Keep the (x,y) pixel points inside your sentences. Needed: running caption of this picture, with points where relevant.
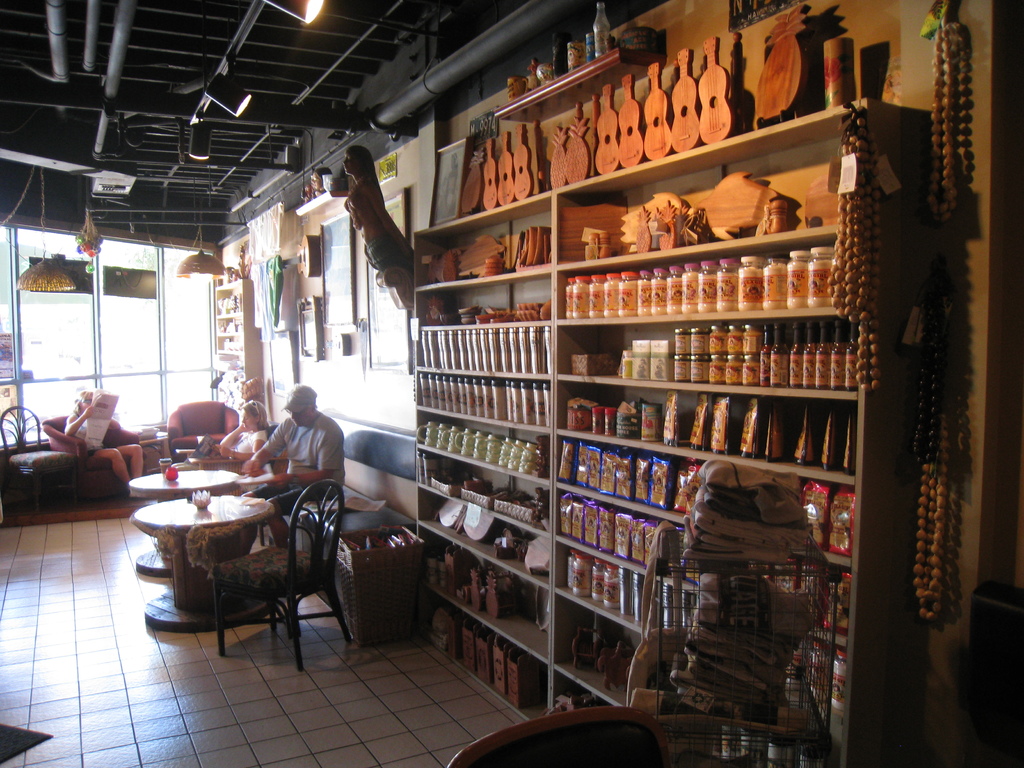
In this image, we can see a big shelf (503,631), few items (581,526) are filled on it. On left side (316,476), few peoples (315,468) are sat on the chair (125,443) and bench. We can see tables (177,491), few items (202,507) are placed on it, chair (296,600) in the middle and the floor (341,690) at the bottom (318,709). There is a roof (304,47) in black color and lights (308,18).
